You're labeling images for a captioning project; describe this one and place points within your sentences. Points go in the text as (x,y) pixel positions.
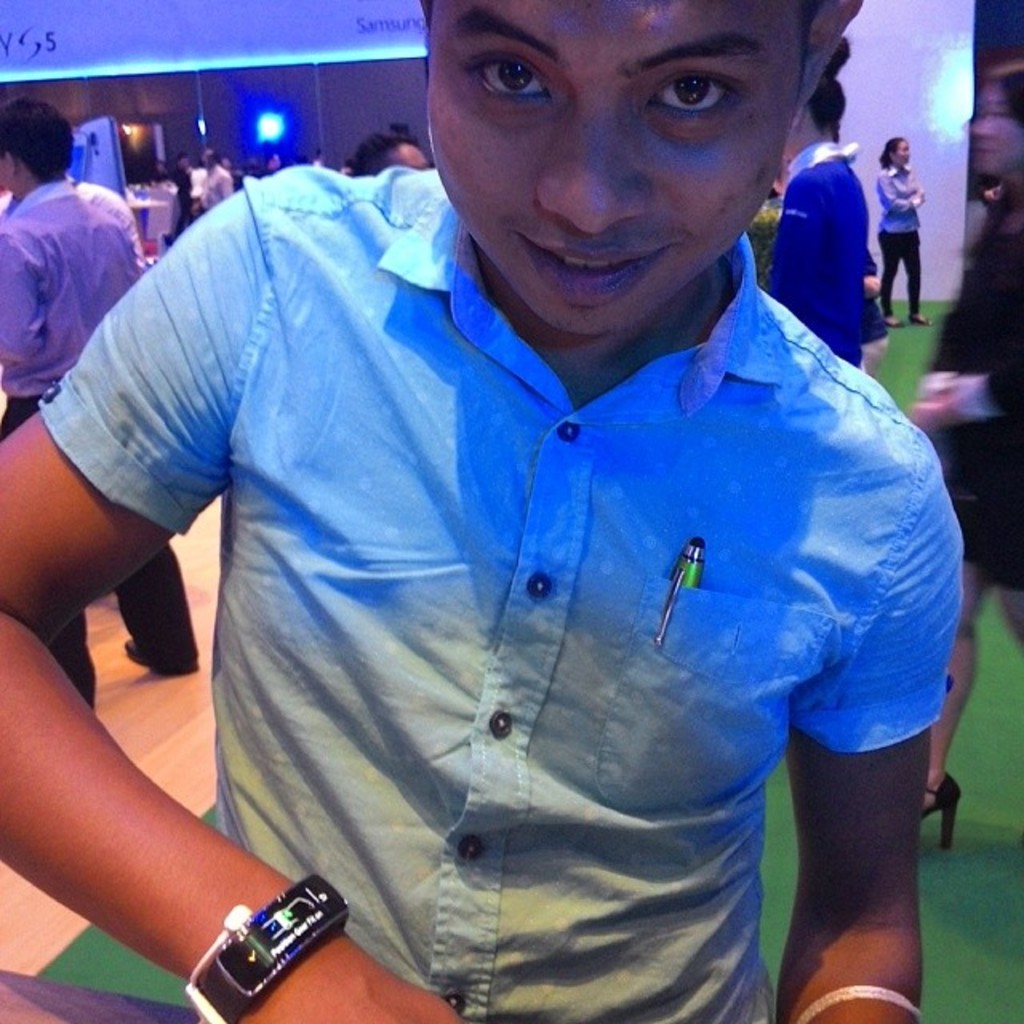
In this image I can see a person (438,641) standing wearing blue color shirt (620,829), background (51,100) I can see few other persons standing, wall (384,98) in brown color and I can see few lights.
